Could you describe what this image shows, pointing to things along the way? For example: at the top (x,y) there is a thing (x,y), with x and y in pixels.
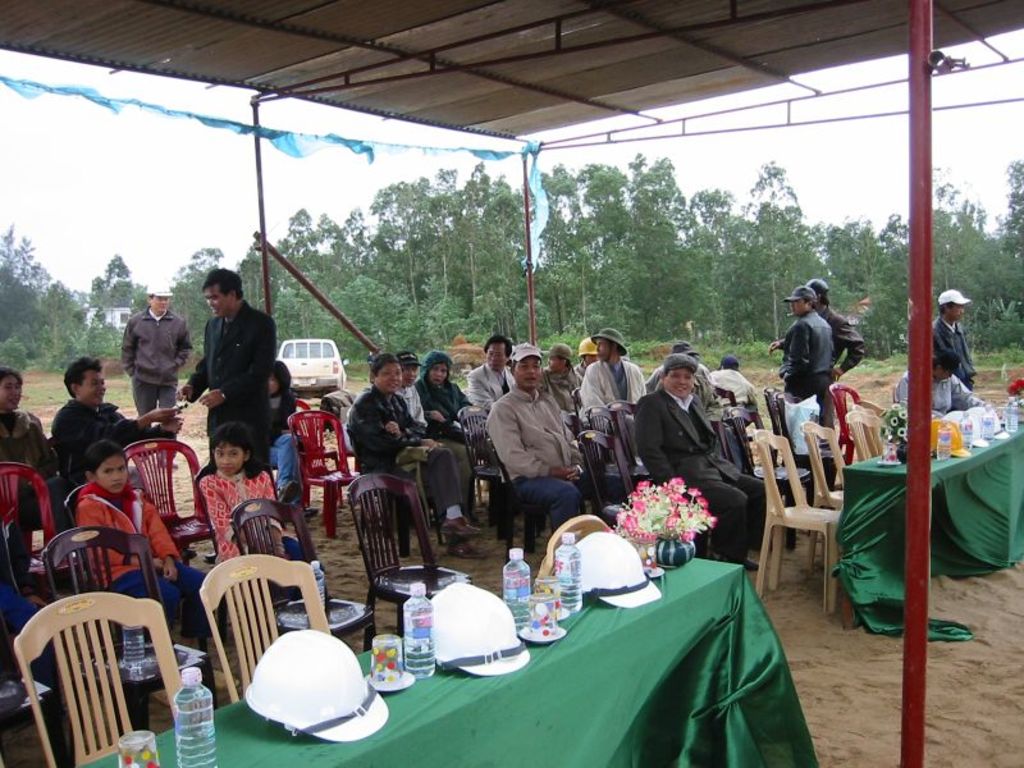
In this picture we can see a group of people (71,484) some are sitting on chairs (197,469) and some are standing wore cap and in front of them there is table (172,753) and on table (172,753) we can see bottle (434,656), helmet (333,685), glass (647,546), flower pot (679,532) and in background (482,342) we can see vehicle (324,355), trees (408,228), sky (250,204) and this people (652,433) are under shed (377,61).
